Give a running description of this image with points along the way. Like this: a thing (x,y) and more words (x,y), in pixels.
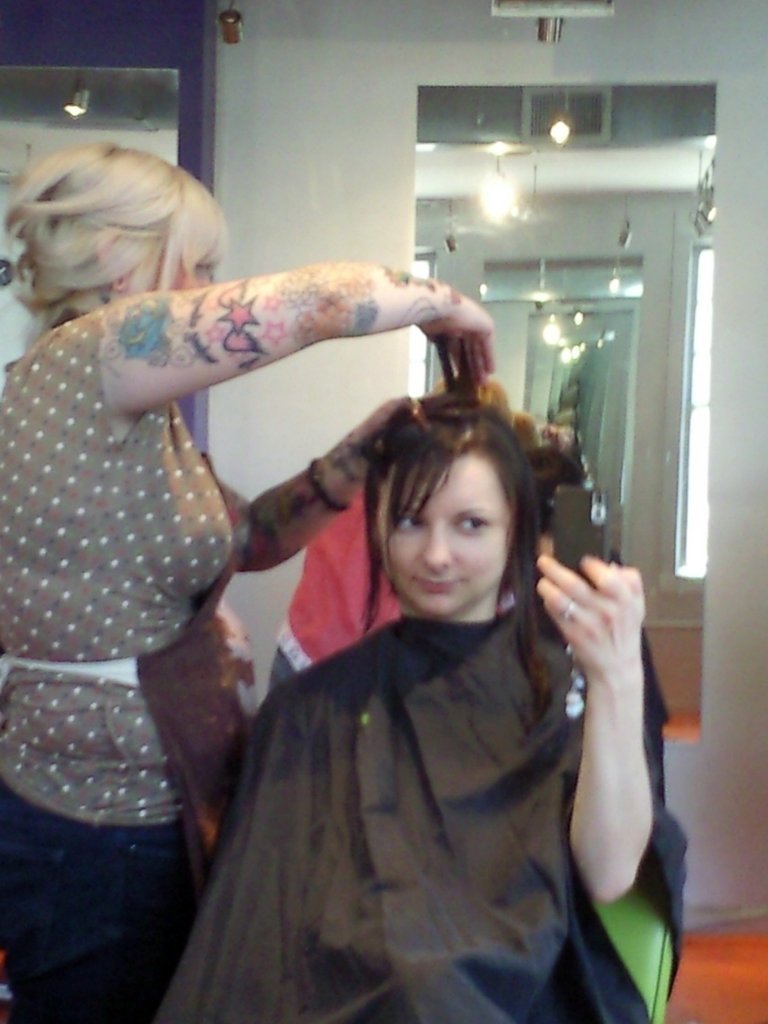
In this image we can see a lady (426,618) sitting and holding a mobile (572,562). Another lady (210,479) is standing. In the back (509,343) there is a mirror (565,261). On the mirror (532,204) there are reflections of light (551,325). Also there is another mirror (123,119).
